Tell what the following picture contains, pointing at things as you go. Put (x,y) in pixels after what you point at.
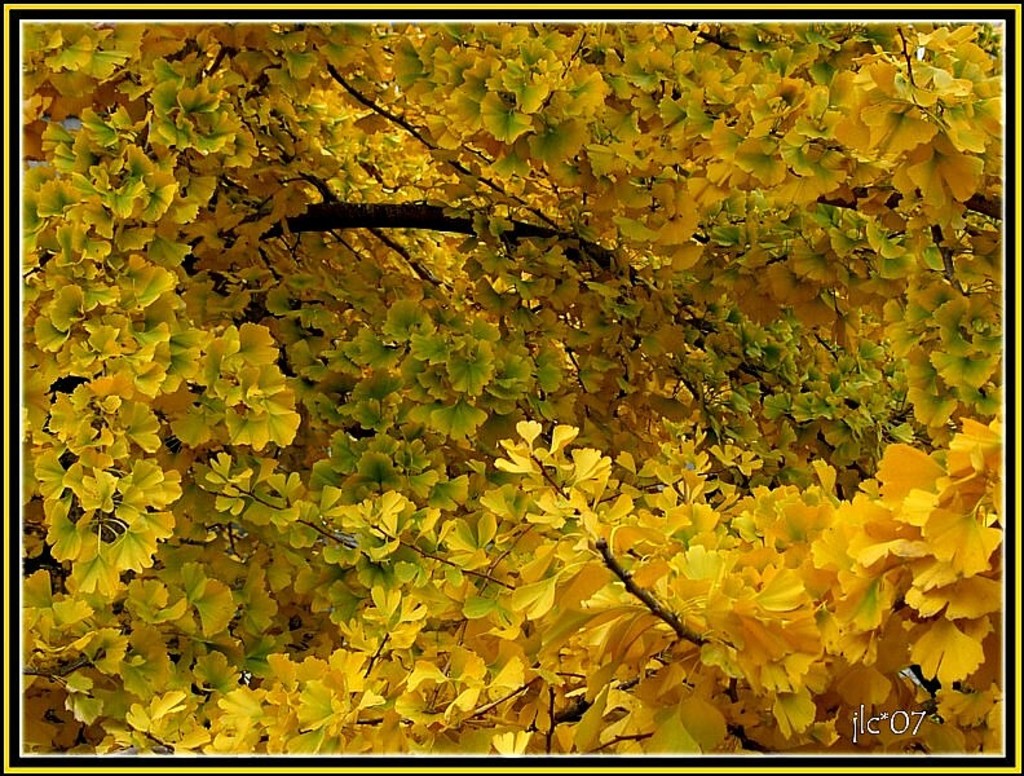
In this image there are a group of leaves (474,248), which are yellow in color.
